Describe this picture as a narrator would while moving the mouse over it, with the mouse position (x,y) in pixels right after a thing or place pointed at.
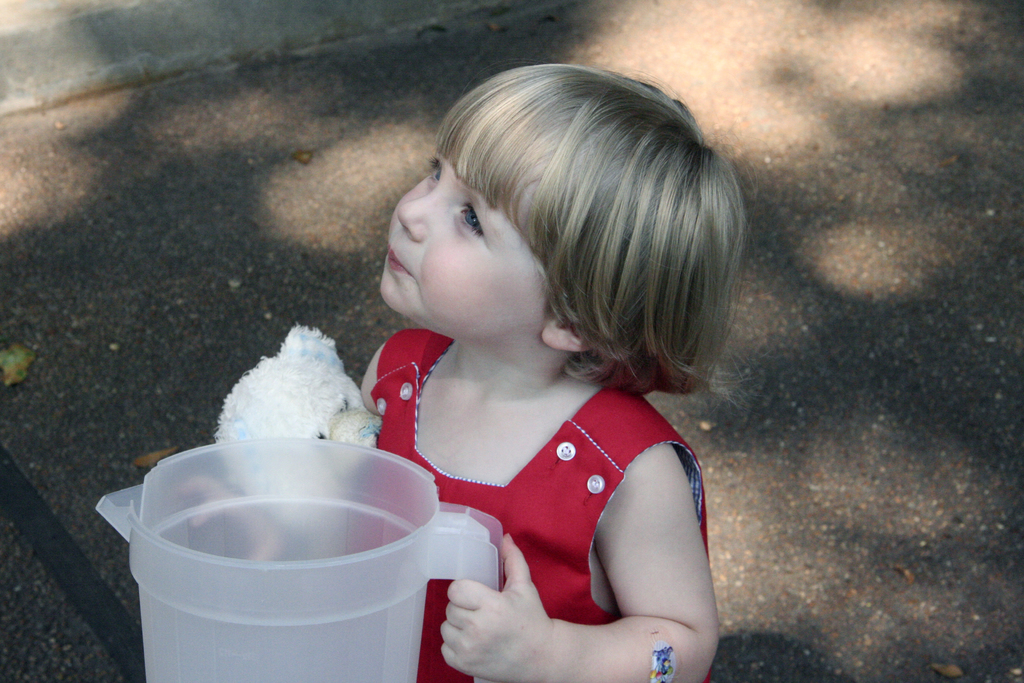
There is a girl (544,348) in this picture holding a jar (336,576) in her hand (491,635). There is a teddy bear (311,408) too. In the background (776,69) we can observe a road (765,130) here.
